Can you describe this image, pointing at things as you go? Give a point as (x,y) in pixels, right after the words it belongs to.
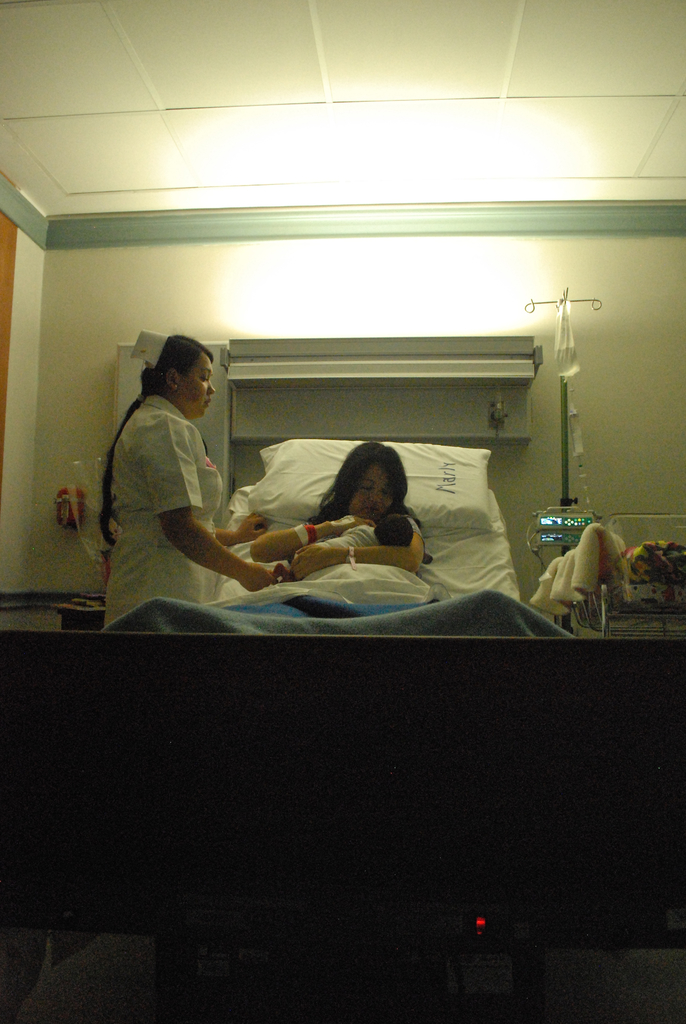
In the center of the image (329,494) we can see a woman (316,521) and baby (358,539) on the bed (347,584). On the left side of the image (149,582) we can see a woman (155,493) standing at the bed (170,664). On the right side of the image (554,524) we can see a electrical equipment (564,525), towel (586,537) and bassinet (644,634). In the background (42,395) there are cupboards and wall (453,257).
